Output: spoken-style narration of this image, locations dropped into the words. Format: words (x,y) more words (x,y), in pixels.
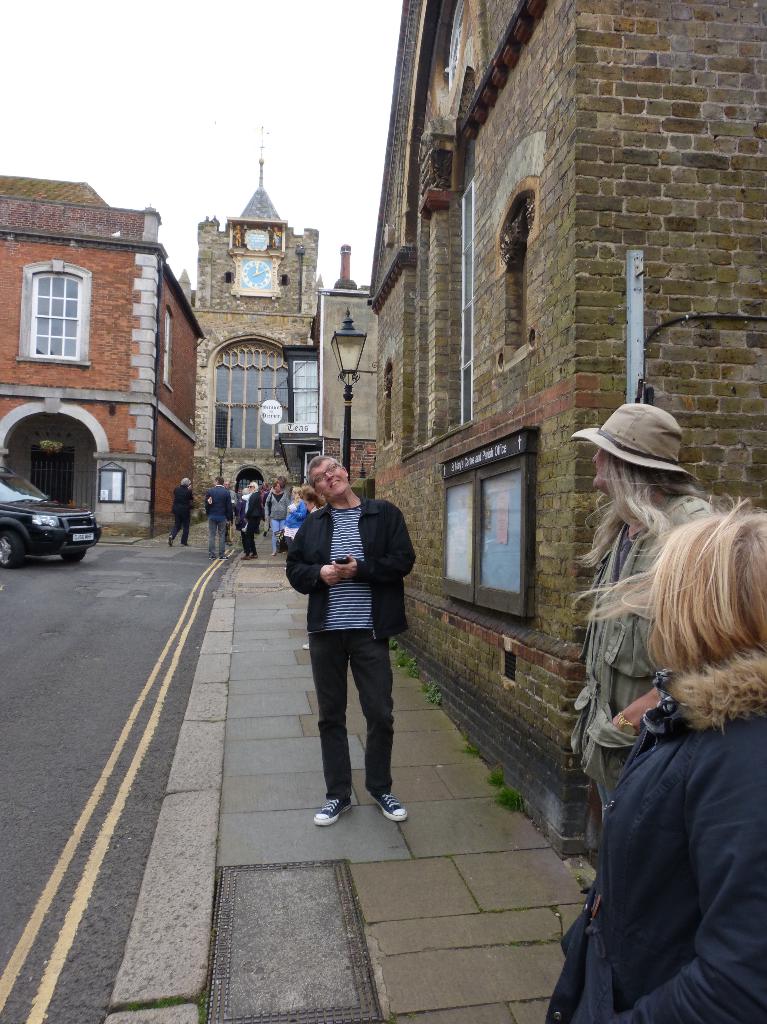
In this image there are group of people (649,964) are standing on the side walk (419,902), and in the background (350,382) there is a car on the road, light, pole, buildings (38,410), one of the building (220,333) with a clock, sky (288,98).
